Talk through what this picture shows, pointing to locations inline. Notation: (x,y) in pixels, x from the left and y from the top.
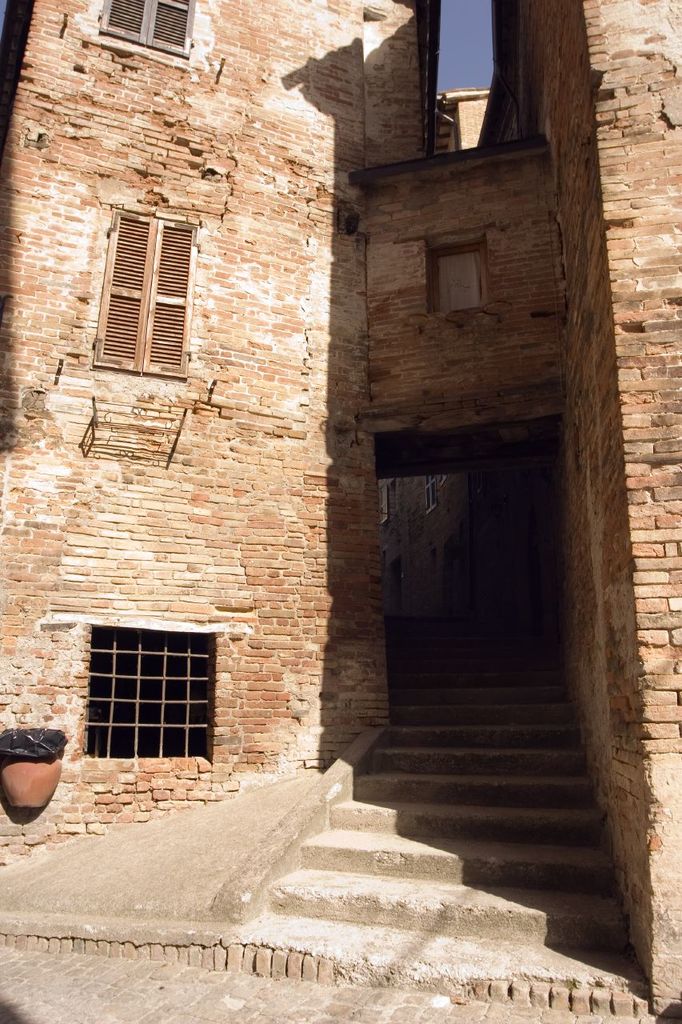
In this image we can see a building (320,344) and few windows (181,322) attached to it. There is a pot (42,779) and an object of black in color in the image.
